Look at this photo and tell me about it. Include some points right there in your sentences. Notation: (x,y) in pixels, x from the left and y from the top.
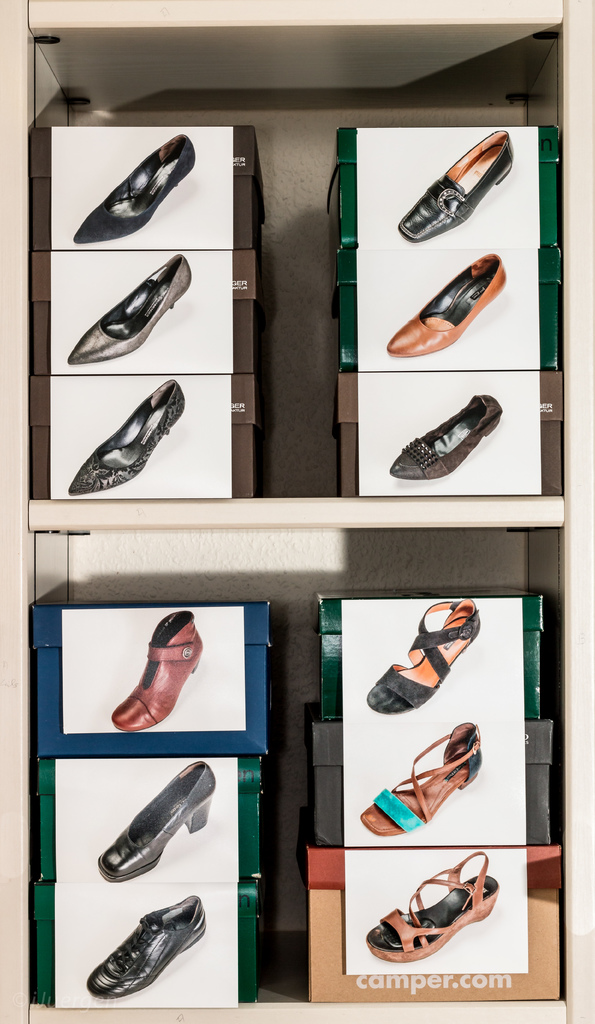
In the image there are racks (574,475) with shoe boxes (33,427) on it with shoe pictures (168,708) above it.
